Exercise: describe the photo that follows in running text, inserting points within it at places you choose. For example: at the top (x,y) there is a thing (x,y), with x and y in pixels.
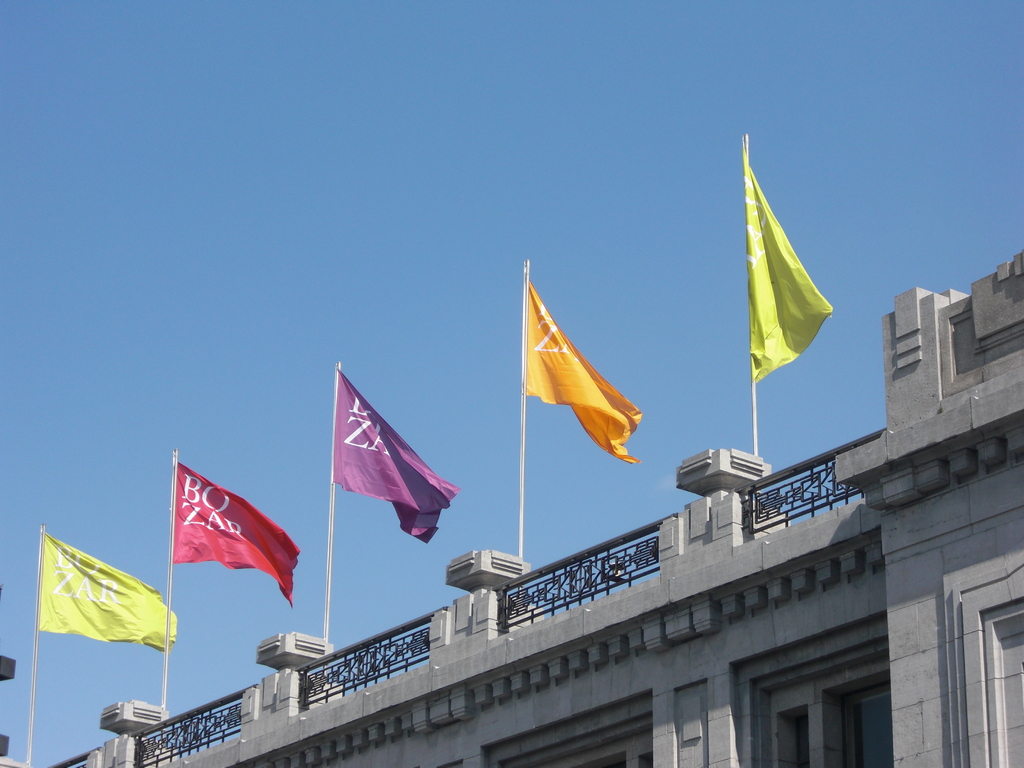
There are flags (802,278) in different colors attached to the poles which are on the floor (624,616) of a building (628,597) which is having fencing (591,570) on the top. In the background (132,304), there is blue sky (221,229).
